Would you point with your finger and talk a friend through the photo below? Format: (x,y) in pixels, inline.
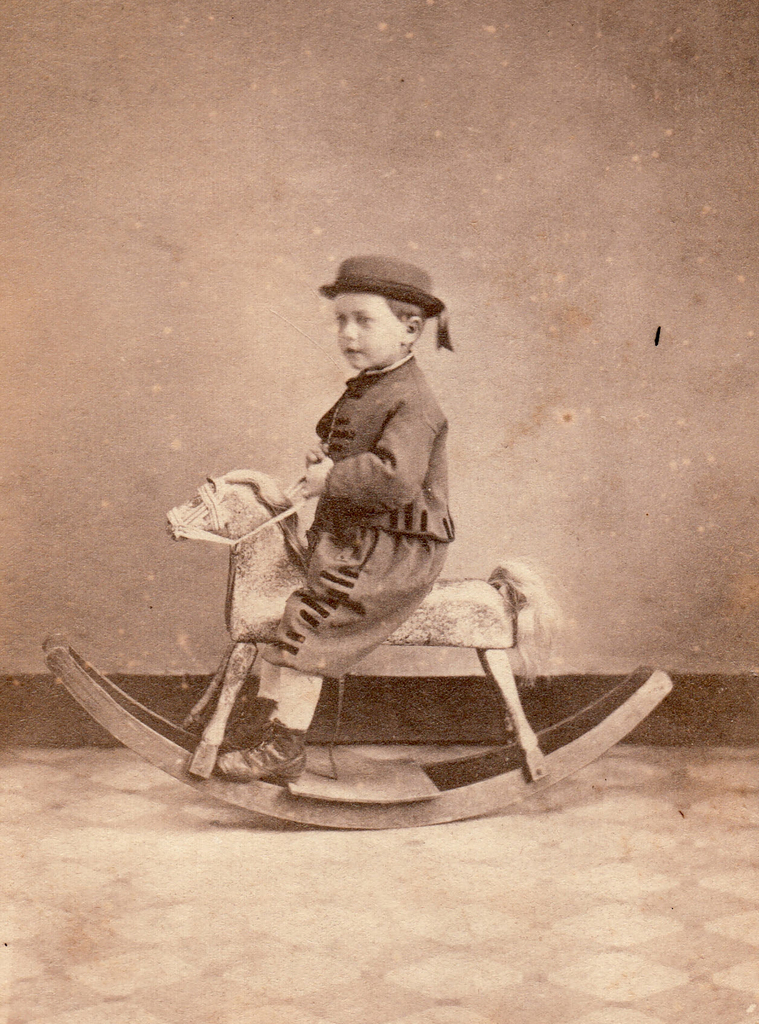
In this image there is a boy (277,630) sitting on the toy (515,778). Behind him there is a wall (443,88). At the bottom of the image (426,948) there is a floor (362,949).
